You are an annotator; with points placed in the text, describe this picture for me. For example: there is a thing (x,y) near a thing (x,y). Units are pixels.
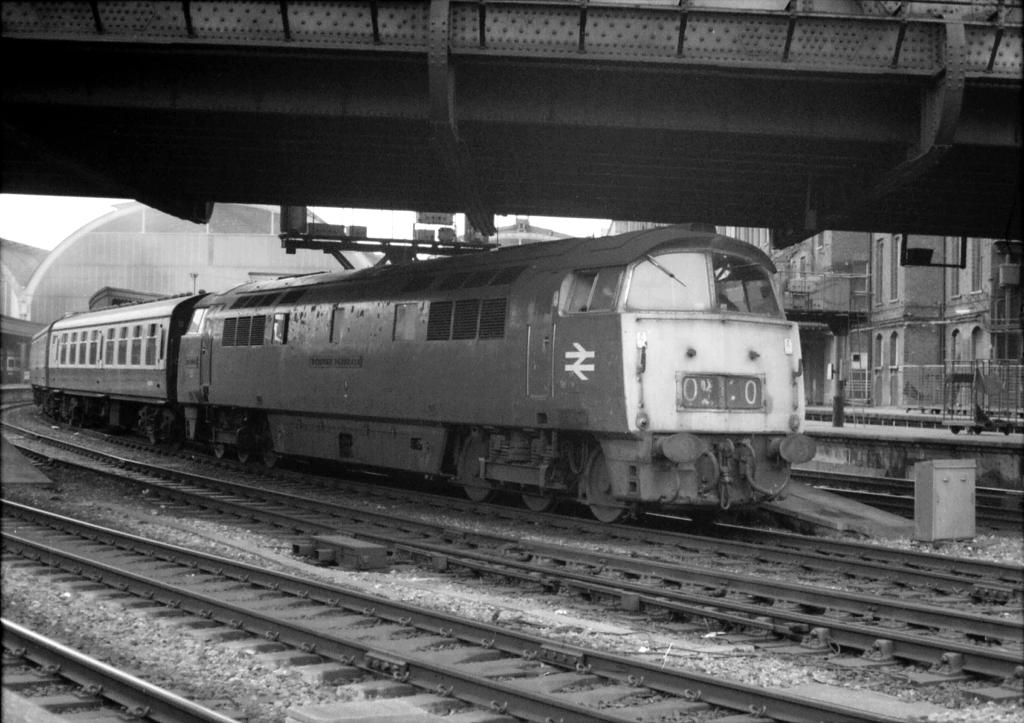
In this image I can see a train (495,477) on the railway track (819,551). In the background (827,283), I can see the buildings (880,258).
